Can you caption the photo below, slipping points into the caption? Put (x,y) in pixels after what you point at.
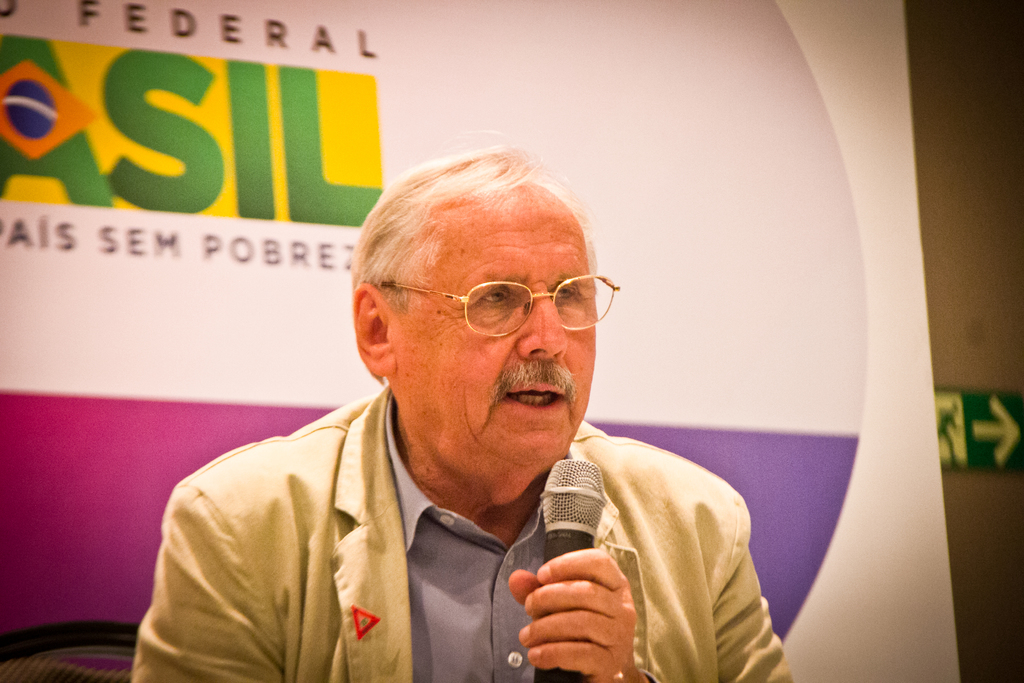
in this image i can see a person (426,582) speaking, holding a microphone (562,499) in his hand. behind him there is a banner (204,226) on which federal is written.
